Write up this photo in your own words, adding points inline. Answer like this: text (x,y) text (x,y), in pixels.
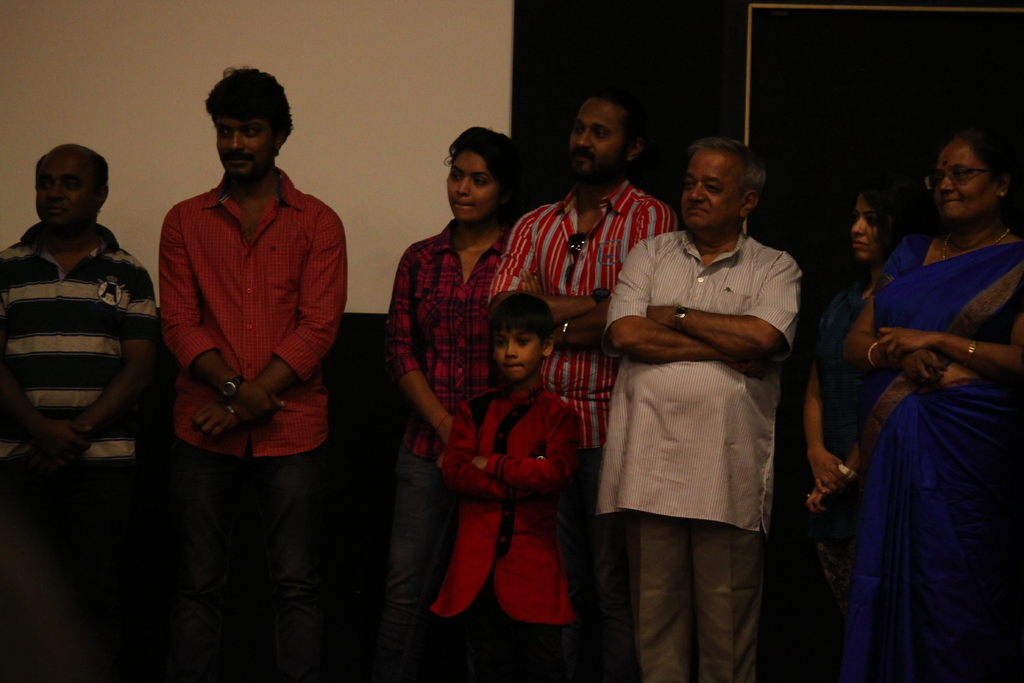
In this picture we can see a group of people (929,414) standing and in the background (618,80) we can see the wall (599,87), some objects (858,109).
